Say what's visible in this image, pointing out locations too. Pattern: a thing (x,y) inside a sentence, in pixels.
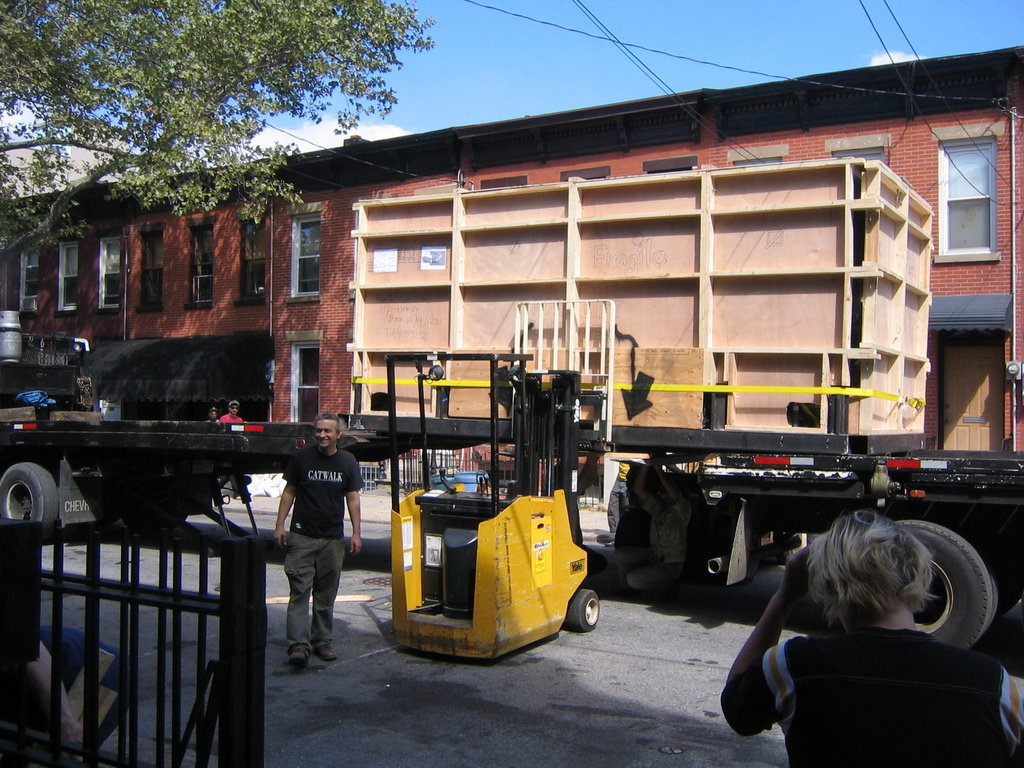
In this image I can see in the middle (357,500) a man (335,503) is there, he wears a black color t-shirt (338,519). Beside him there is a vehicle (518,557) in yellow color, at the back side (131,284) there is a building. On the left side (187,69) there is a tree (214,73), at the top (571,57) it is the sky (581,57).
